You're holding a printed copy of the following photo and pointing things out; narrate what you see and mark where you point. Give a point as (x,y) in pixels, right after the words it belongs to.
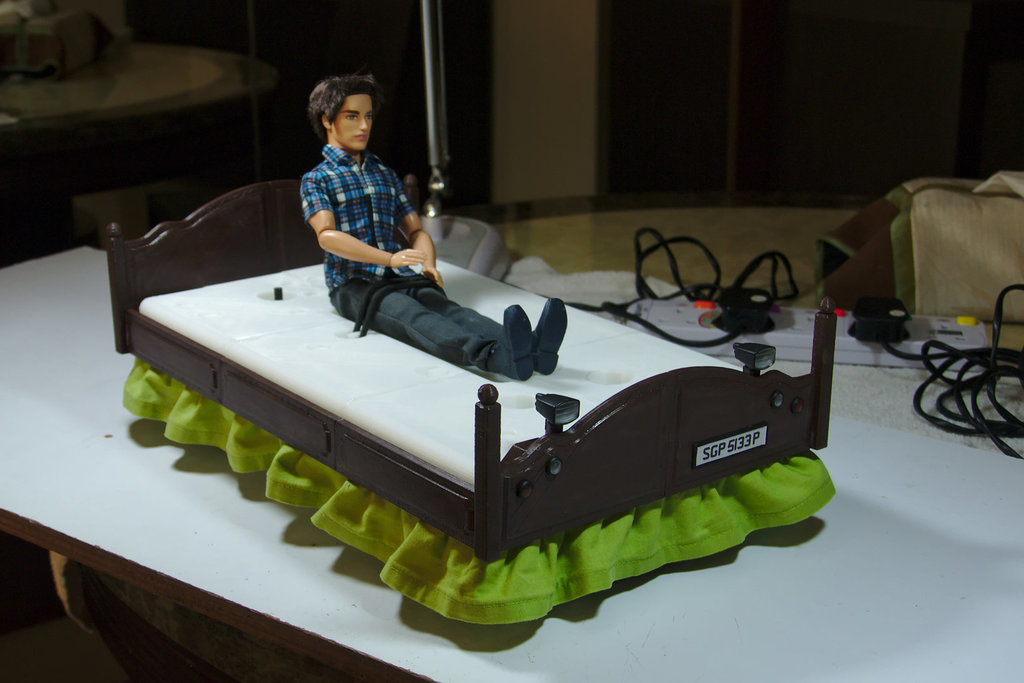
In the image there is a toy (369,372) of a bed (262,455) and there is a doll (410,259) of a boy (359,189) on the bed (734,371), beside the toys (568,395) there are wires (637,287) and an extension board (910,323).
